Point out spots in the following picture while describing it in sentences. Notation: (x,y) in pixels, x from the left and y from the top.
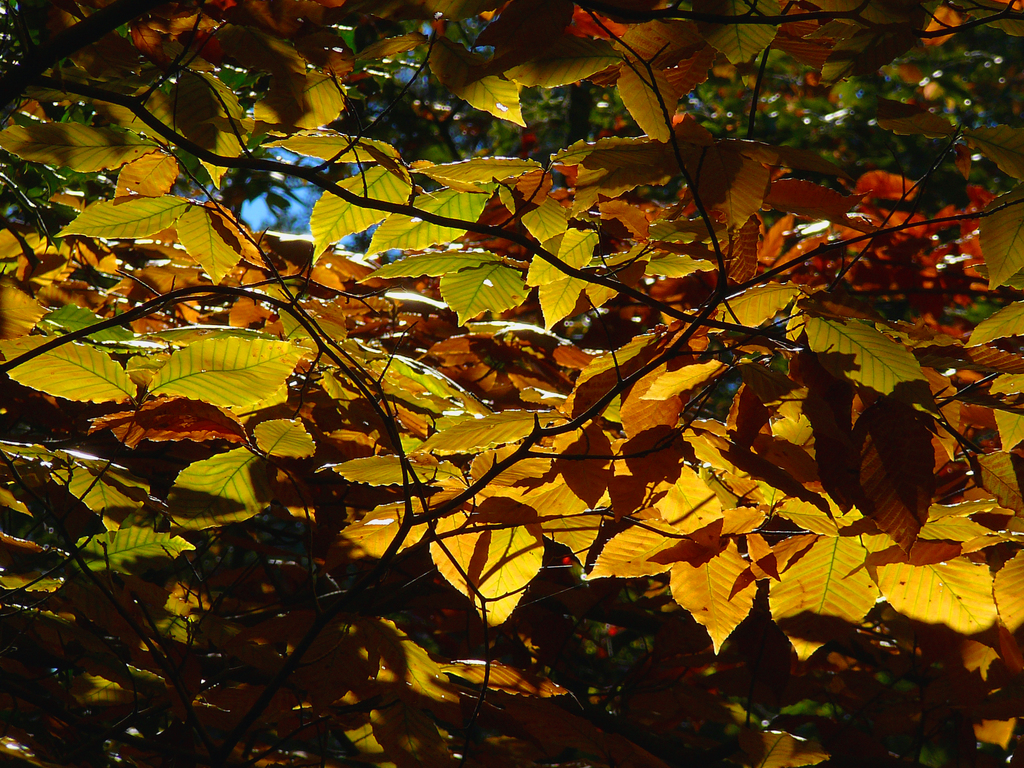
In this picture we can see leaves (386,213) of a tree (292,174) and the sky (258,208).
